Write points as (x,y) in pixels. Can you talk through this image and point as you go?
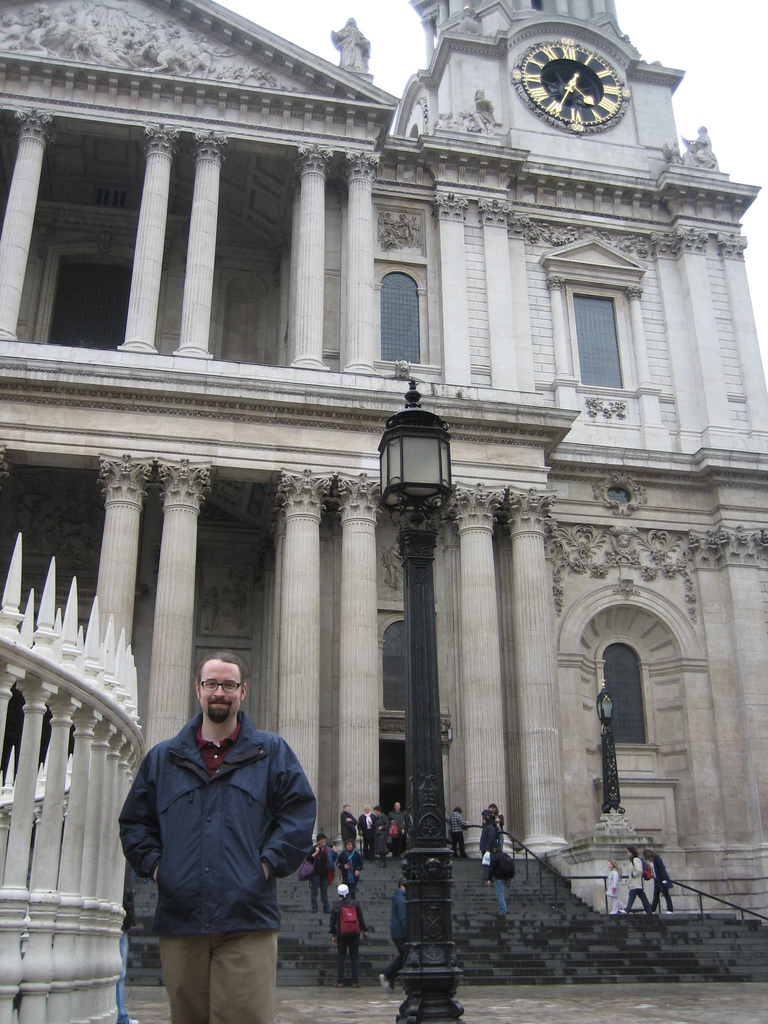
In the center of the image (443,503) we can see a light pole (407,969). On the left side of the image (228,840) there is a person (231,829) standing at the fencing (72,832). In the background (543,247) there is a building (553,489), stairs (522,867), a group of persons (510,872) and sky (730,101).
